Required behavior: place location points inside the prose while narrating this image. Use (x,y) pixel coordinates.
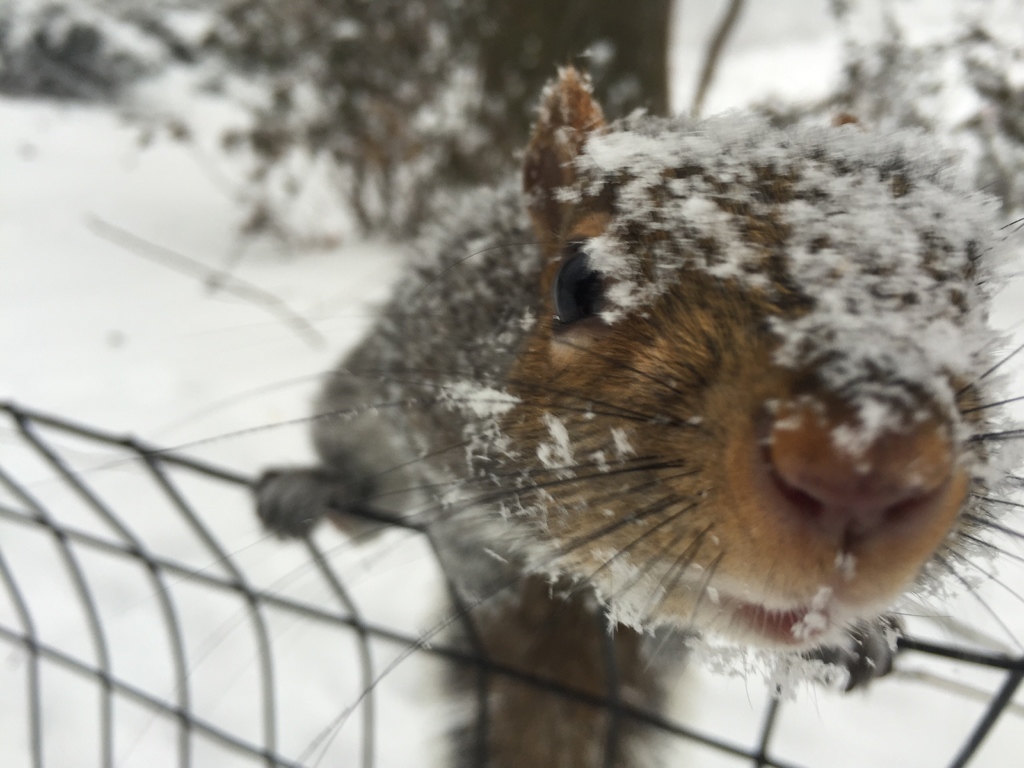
In this image we can see squirrel (685,291) and snow (68,257).
